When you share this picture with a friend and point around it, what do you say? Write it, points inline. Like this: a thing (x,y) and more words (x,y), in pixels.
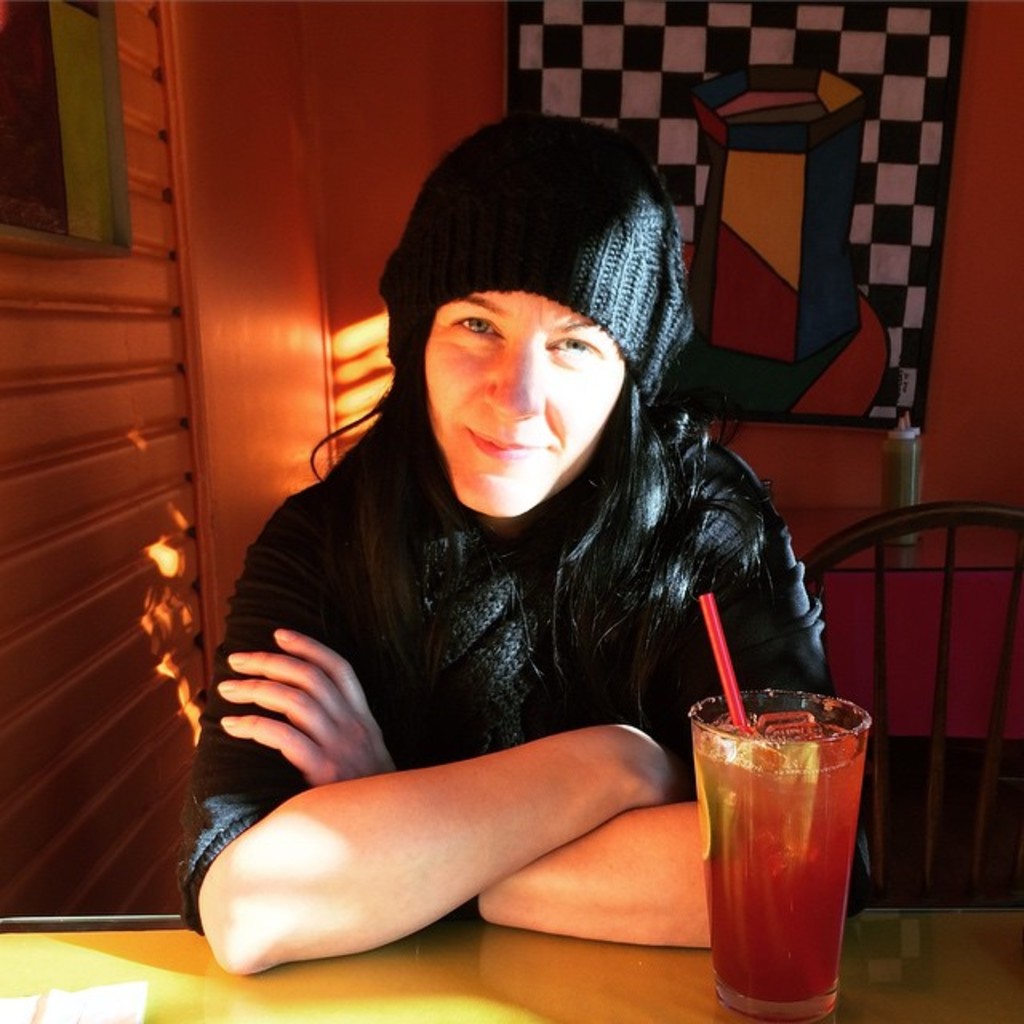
In this image I can see a woman (438,626) wearing black colored dress (460,638) is sitting on a chair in front of a yellow colored table (409,983) and on it I can see a glass (778,837) with liquid (782,819) and straw (719,659) in it. In the background (383,101) I can see the orange colored wall (373,216), a glass table (866,555) with bottles (917,464) on it and a frame (858,133) attached to the wall (381,114).
